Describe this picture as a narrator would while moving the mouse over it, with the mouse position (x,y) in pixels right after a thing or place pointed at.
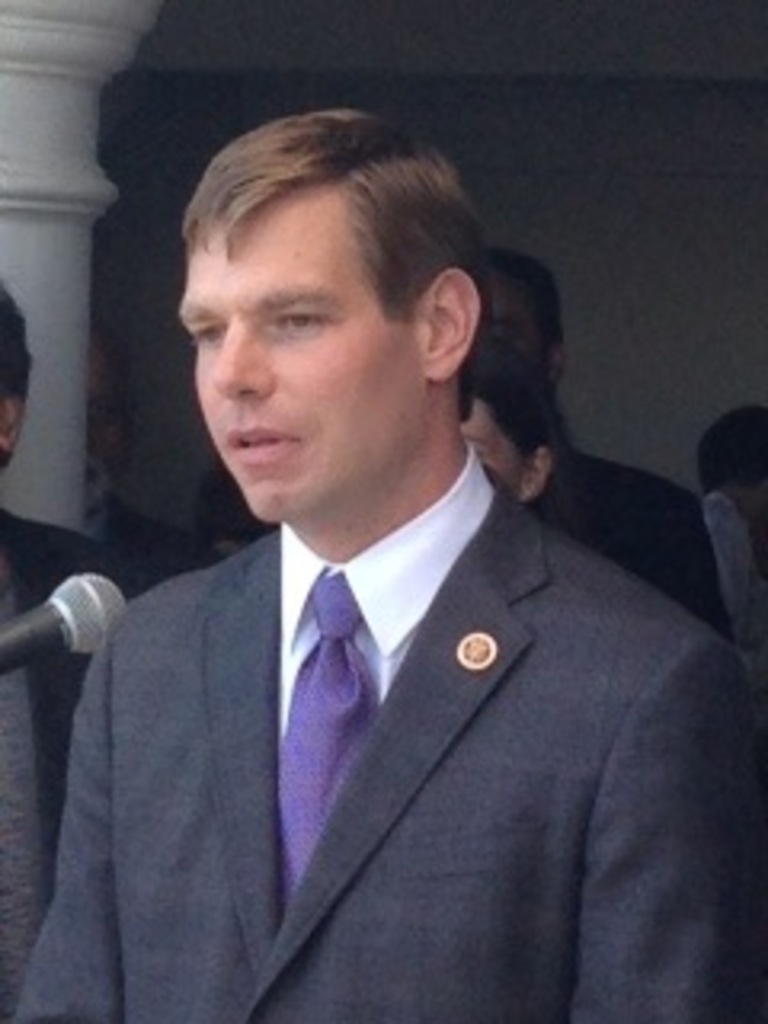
In the image there is a man (361,458) and in front of him there is a mic (12,643), behind the man (201,334) there are other people (755,430) and a pillar (45,119).
